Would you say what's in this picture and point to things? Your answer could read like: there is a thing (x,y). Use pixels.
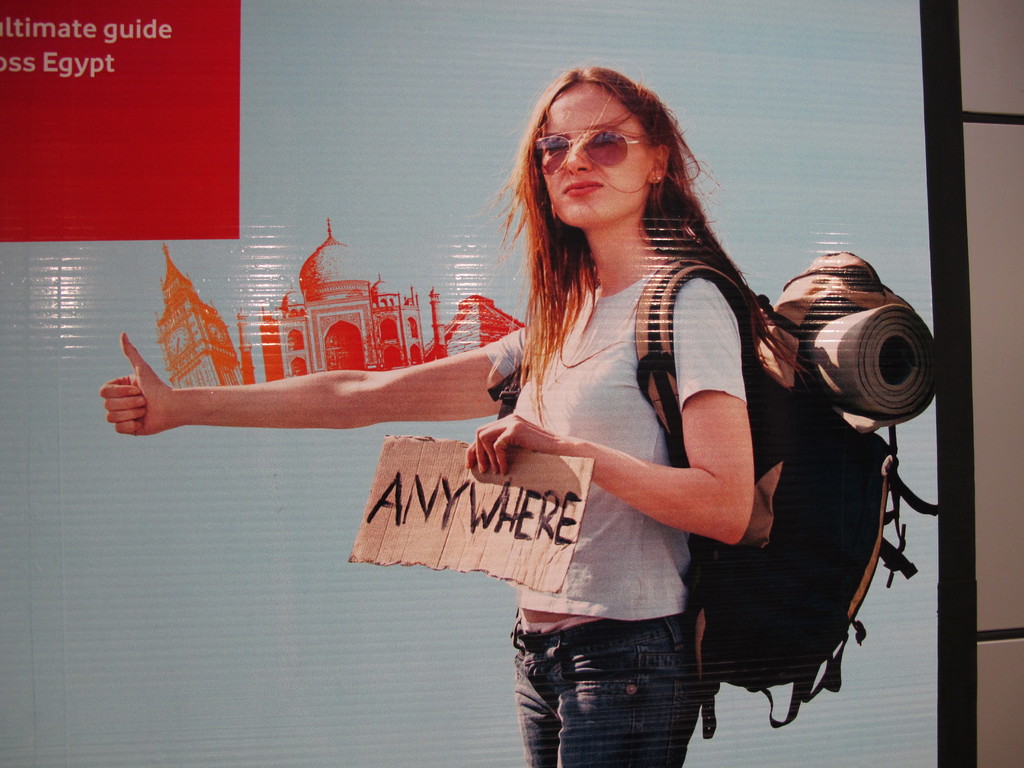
In this image we can see a lady person (520,597) wearing white color T-shirt (599,532), blue color jeans (568,732) carrying trekking bag (750,380) and holding some board (457,531) in her hands (139,406) and in the background of the image (240,266) there are some pictures (245,374) on sheet (235,337).
